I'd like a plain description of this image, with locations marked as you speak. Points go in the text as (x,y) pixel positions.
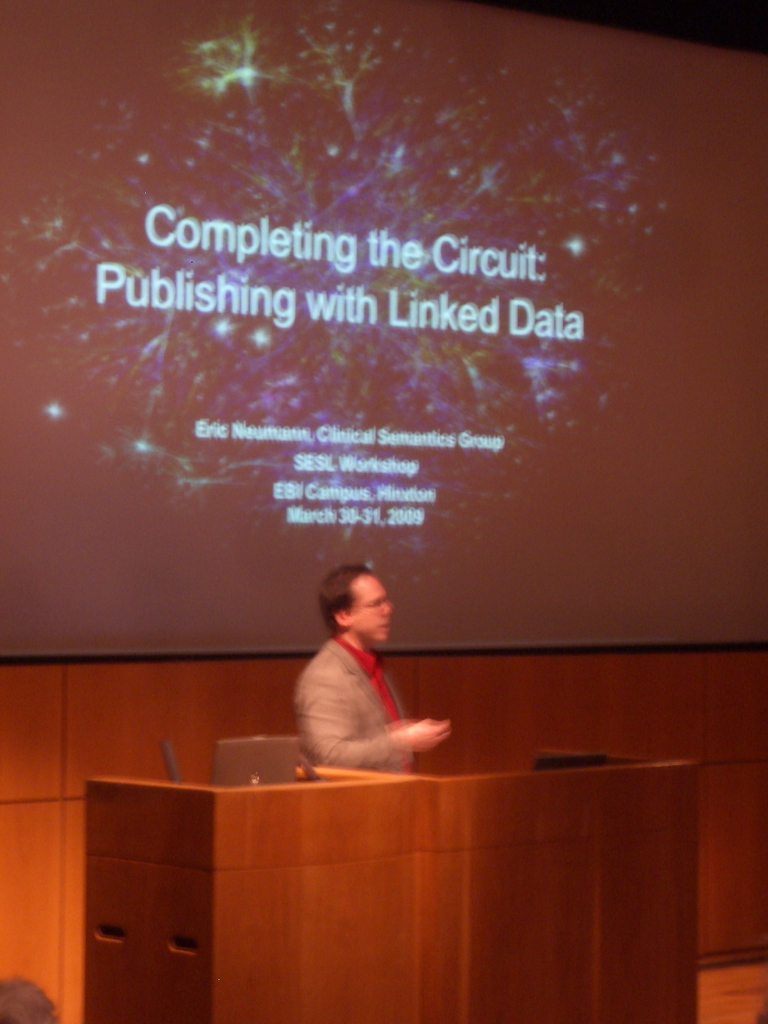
In this image we can see a person (400,739) standing on the stage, in front of the person (325,755) there is a table (371,774). On the table (384,789) there is a laptop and other objects (553,758). In the background (234,428) there is a screen (118,410).
